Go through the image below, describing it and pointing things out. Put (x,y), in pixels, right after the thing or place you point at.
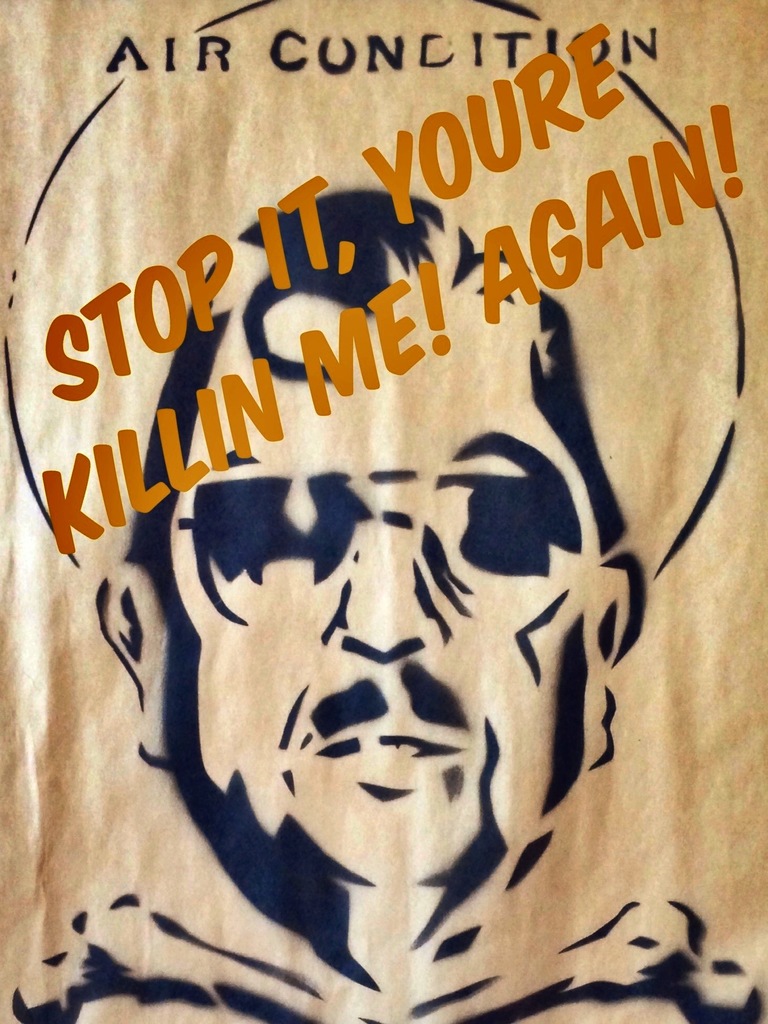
In this picture there is sketch (276,743) in the image.
